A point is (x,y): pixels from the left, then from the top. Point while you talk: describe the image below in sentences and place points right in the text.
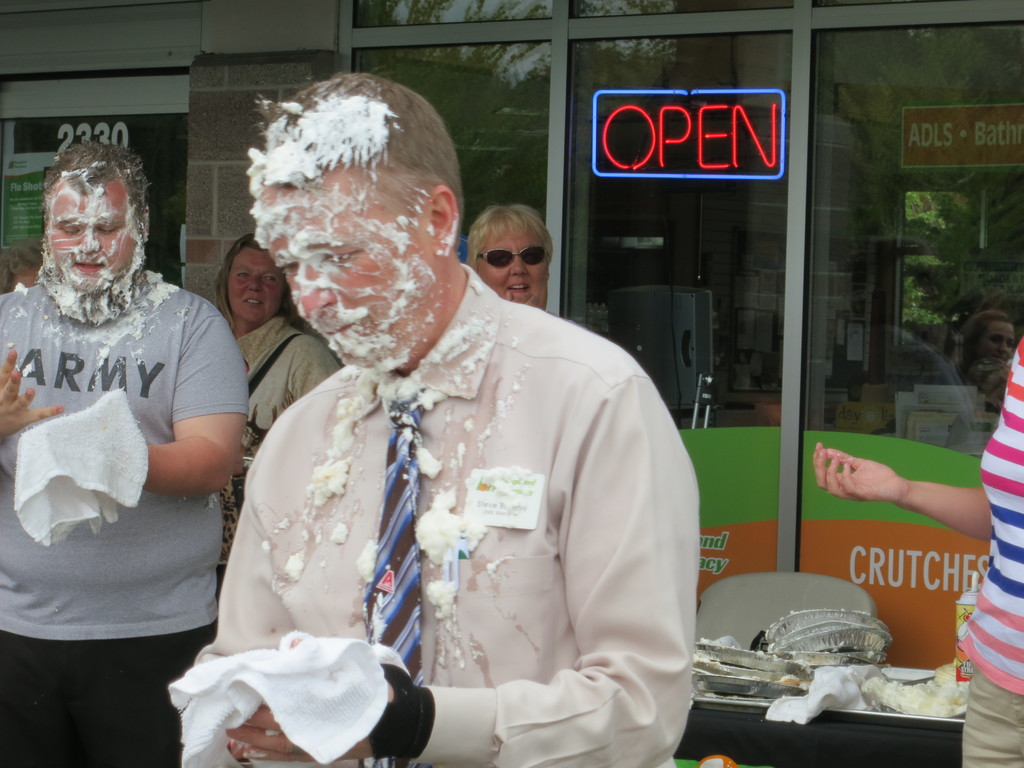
In this image I can see there are a few people (351,398) standing. The man (75,232) to the left (79,217) and at the center (368,360) are having cake (268,248) on their face (357,290), they are holding napkins (282,667) and there are few others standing behind them and there is a glass door (620,106) in the backdrop (692,279).
